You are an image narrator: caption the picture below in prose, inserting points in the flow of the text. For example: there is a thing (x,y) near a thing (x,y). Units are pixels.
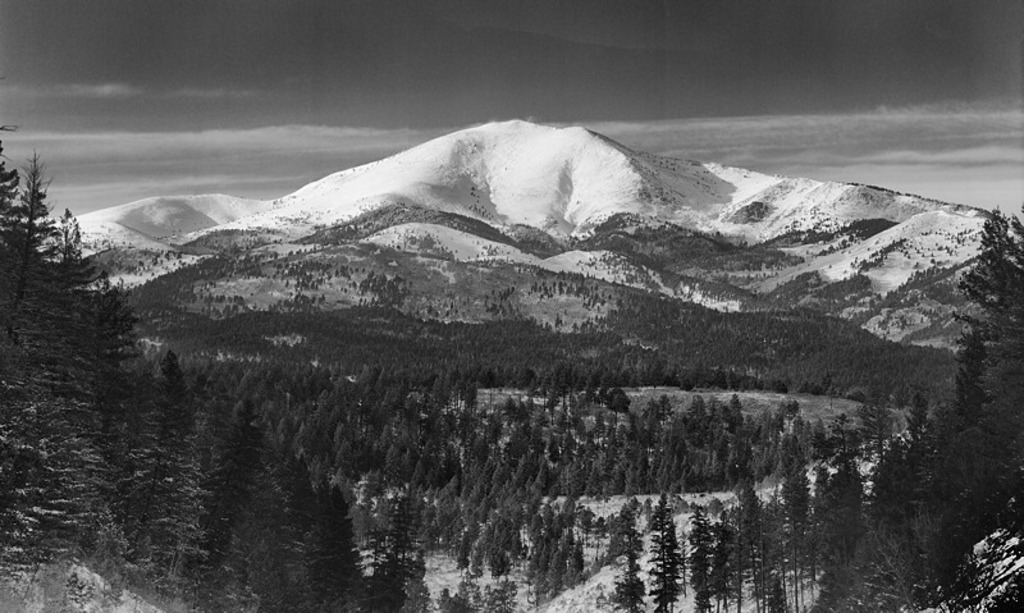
This is a black and white picture, we can see mountains (523,218) covered with snow (584,180), we can see the ground (811,463), and the trees (587,433).
